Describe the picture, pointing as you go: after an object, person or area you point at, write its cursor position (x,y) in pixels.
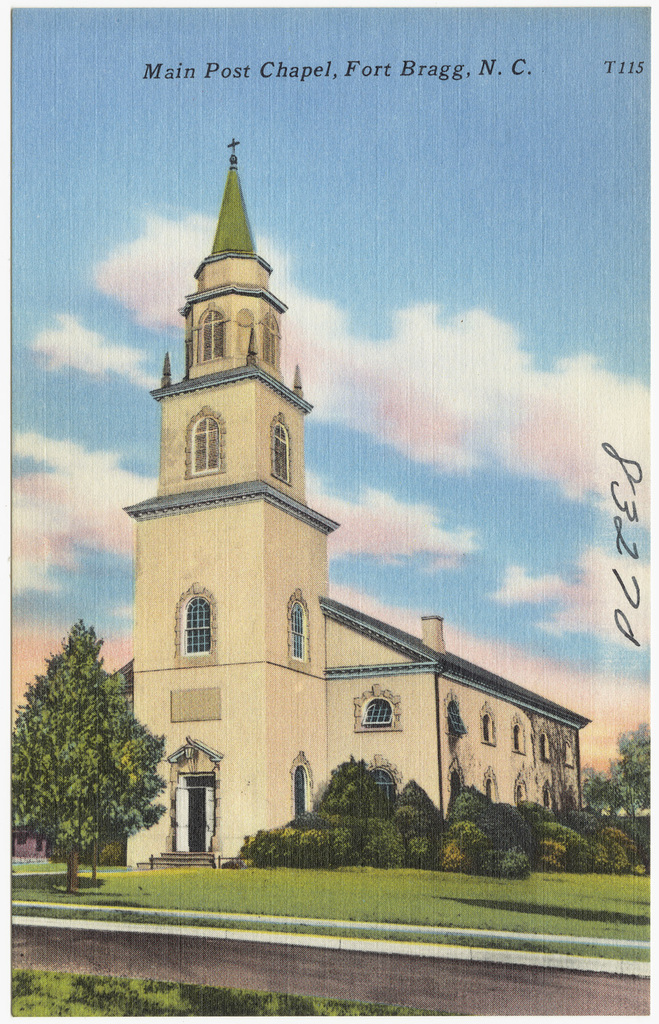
In the center of the image (233,600), we can see a building (286,593) and in the background (380,382), there are trees (54,713) and there are clouds (412,352) in the sky (483,324) and we can see some text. At the bottom (194,935), there is ground (54,941).
